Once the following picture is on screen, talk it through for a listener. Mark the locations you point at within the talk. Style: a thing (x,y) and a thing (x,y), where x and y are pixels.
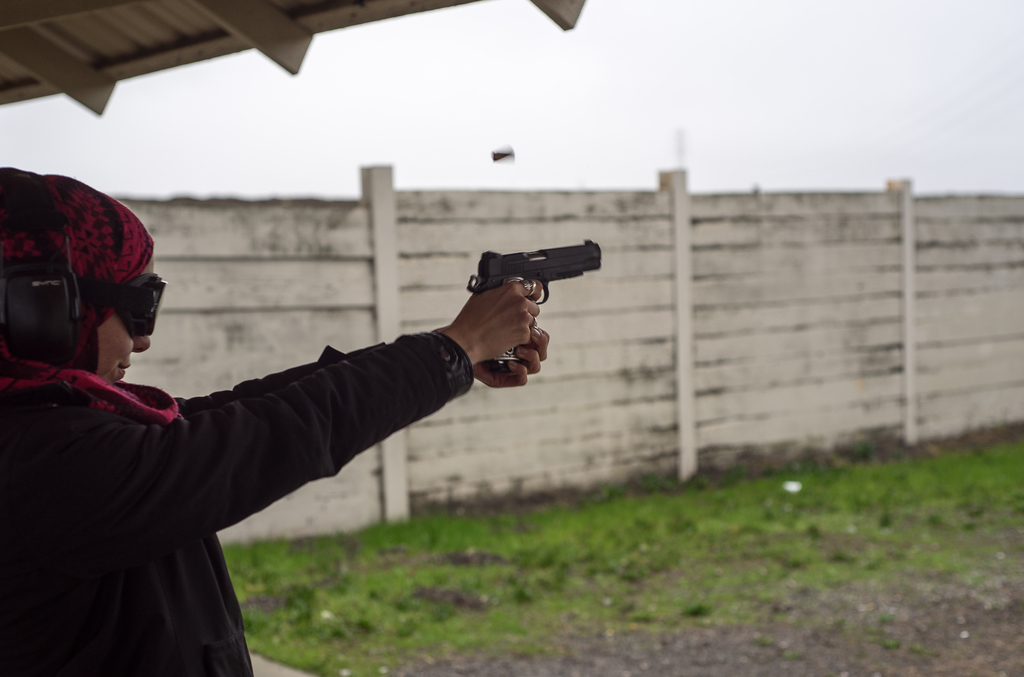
In this picture there is a person (34,437) standing and holding the gun (503,273). At the back (835,323) there is a wall (802,323). At the top (113,11) there is sky (532,30) and there is a roof (69,5). At the bottom (624,537) there is grass (624,537) and there is ground (796,636).
